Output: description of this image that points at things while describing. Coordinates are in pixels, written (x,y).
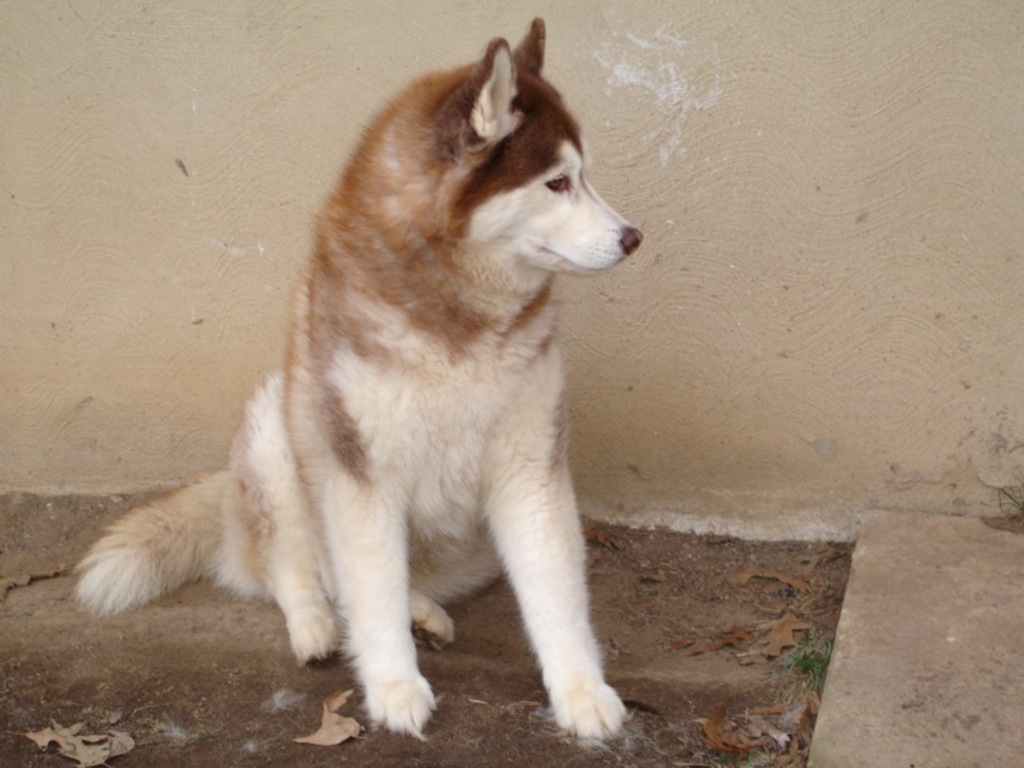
In this image I can see a white and brown colour dog (390,406) in the front (205,490). I can also see the wall (591,364) in the background (591,364) and on the ground (438,658) I can see few leaves (762,740).
